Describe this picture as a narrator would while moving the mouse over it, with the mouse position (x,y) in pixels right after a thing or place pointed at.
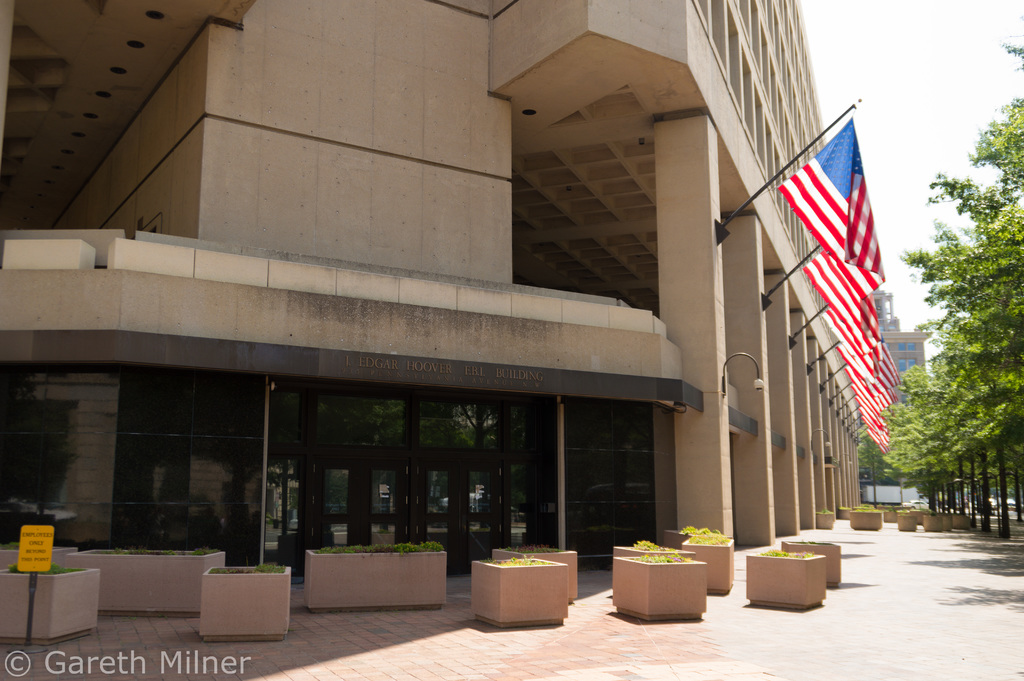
In this image I see the buildings (742,323) and I see number of flags (853,307) over here which are of white, red and blue in color and I see the grass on these things (44,584) and I see a board (45,553) over here and I see something is written over here and I see the watermark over here and I see the path (753,654). In the background (927,121) I see the trees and the sky (921,128).
